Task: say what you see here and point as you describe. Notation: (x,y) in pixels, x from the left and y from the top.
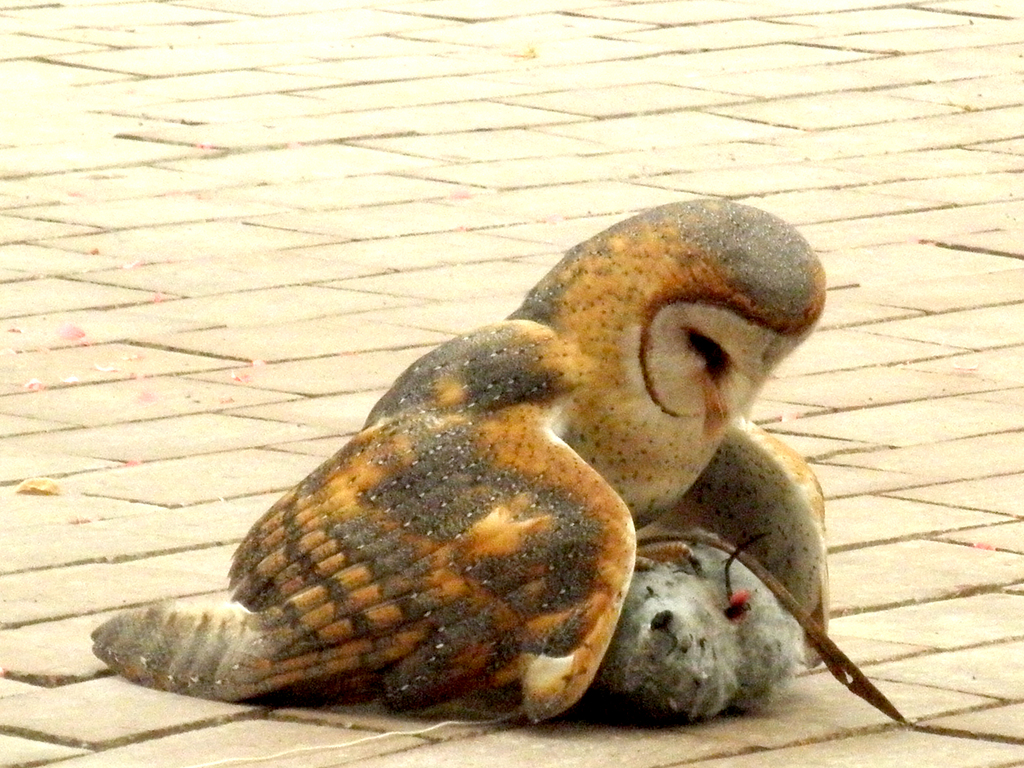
In this image there is an owl (737,486) and an animal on the path (23,435).
